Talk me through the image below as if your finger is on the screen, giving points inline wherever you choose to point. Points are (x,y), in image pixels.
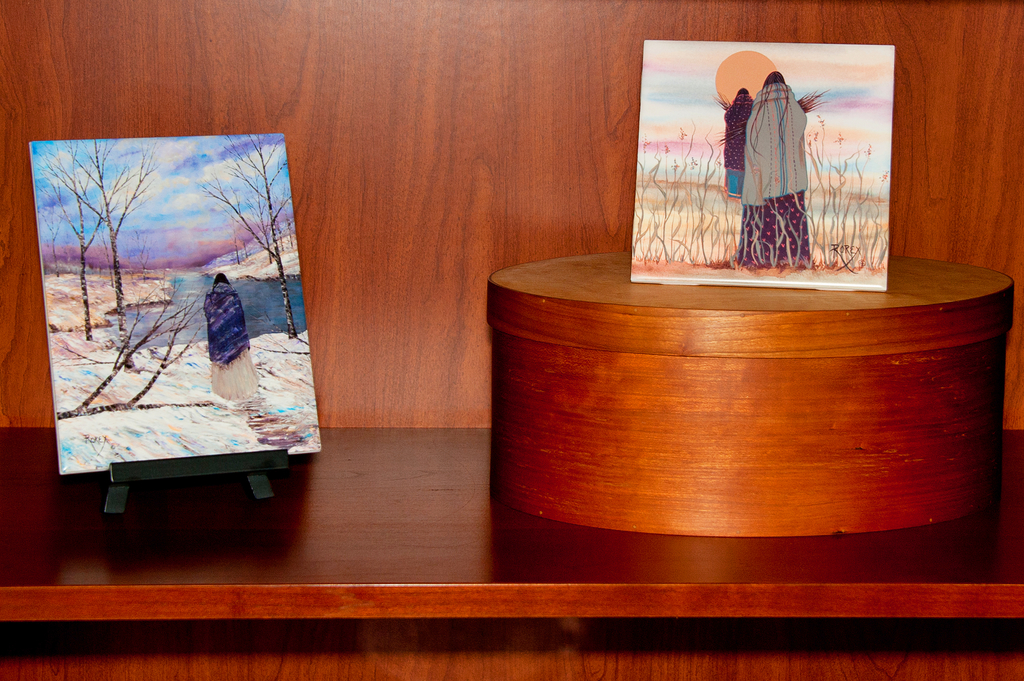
In this picture we can see two paintings (840,179), on the left side painting (145,292) we can see trees (151,339), water (196,291) and the sky (158,207), on the right side painting (825,191) we can see plants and two persons (761,125).
